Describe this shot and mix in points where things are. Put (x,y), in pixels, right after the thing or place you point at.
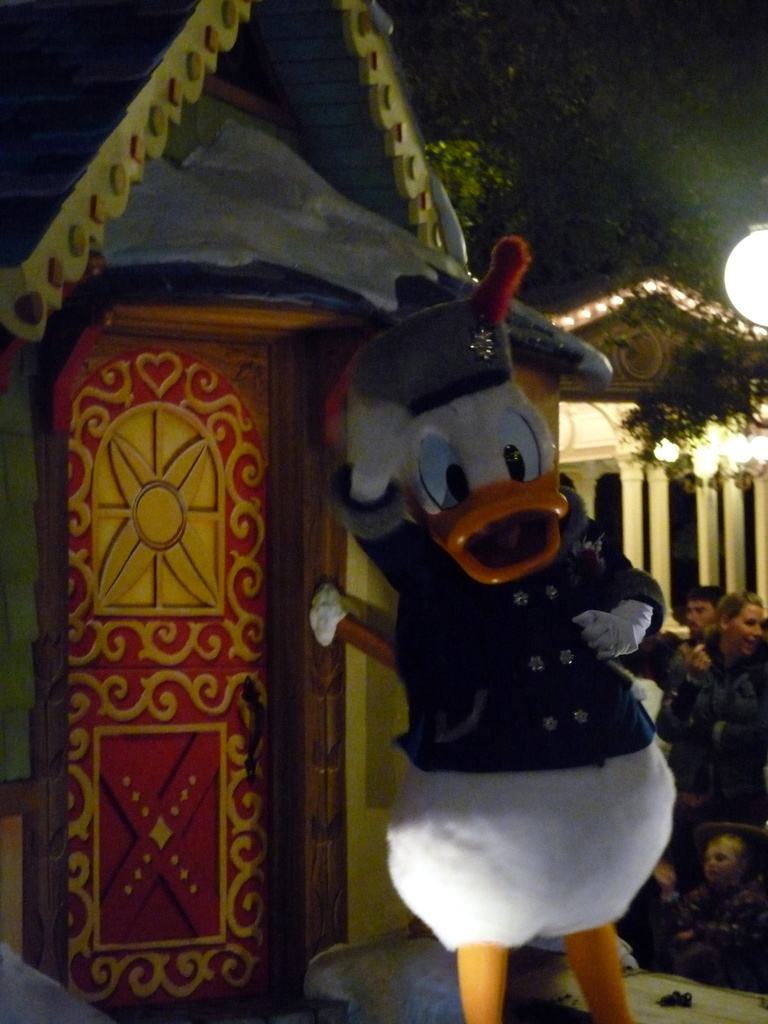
This image is taken outdoors. At the top of the image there is the sky (594,105). In the background (487,152) there is a tree (525,229) and there is a building (616,425) with walls (615,415), a roof (641,356) and pillars (659,537). There are a few lights (747,259). A few people (680,891) are sitting and a few are standing. On the left side of the image (158,714) there is a hut (190,609) with a roof (128,125) and a door (153,676). In the middle of the image (475,488) there is a Donald Duck (406,545) on the floor (555,1019).
